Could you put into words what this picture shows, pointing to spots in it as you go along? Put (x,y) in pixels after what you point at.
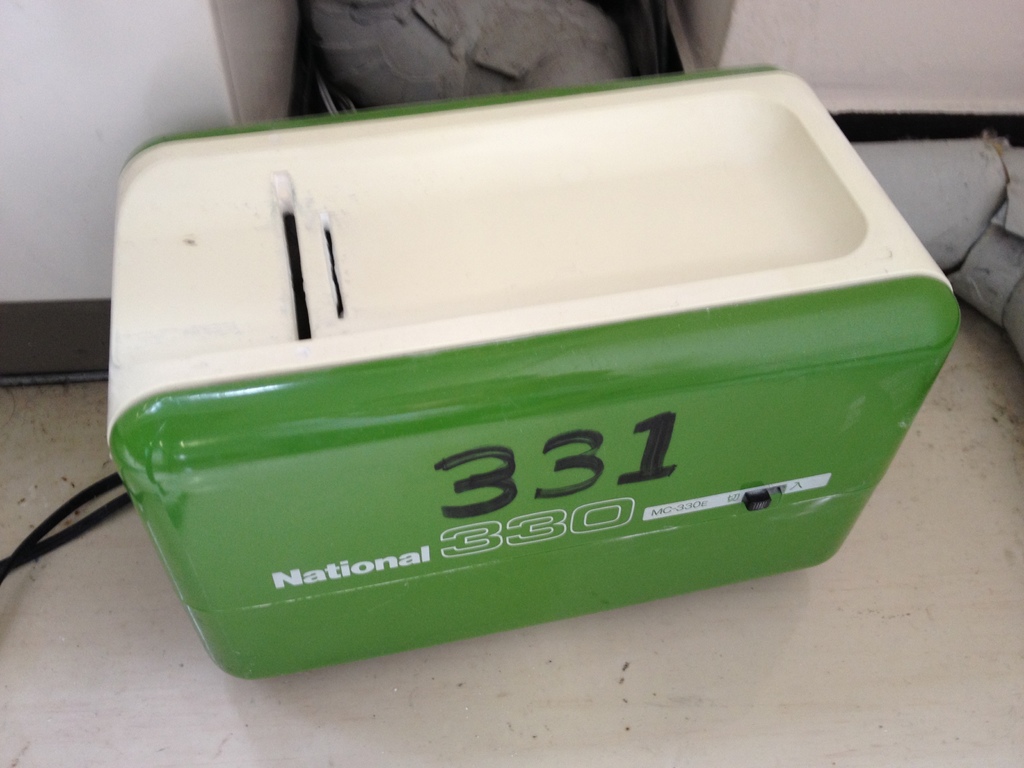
In this image we can see a machine (506,456) with something written on that. Near to that there are wires (54,539). In the back (126,50) there is a wall (746,32).
